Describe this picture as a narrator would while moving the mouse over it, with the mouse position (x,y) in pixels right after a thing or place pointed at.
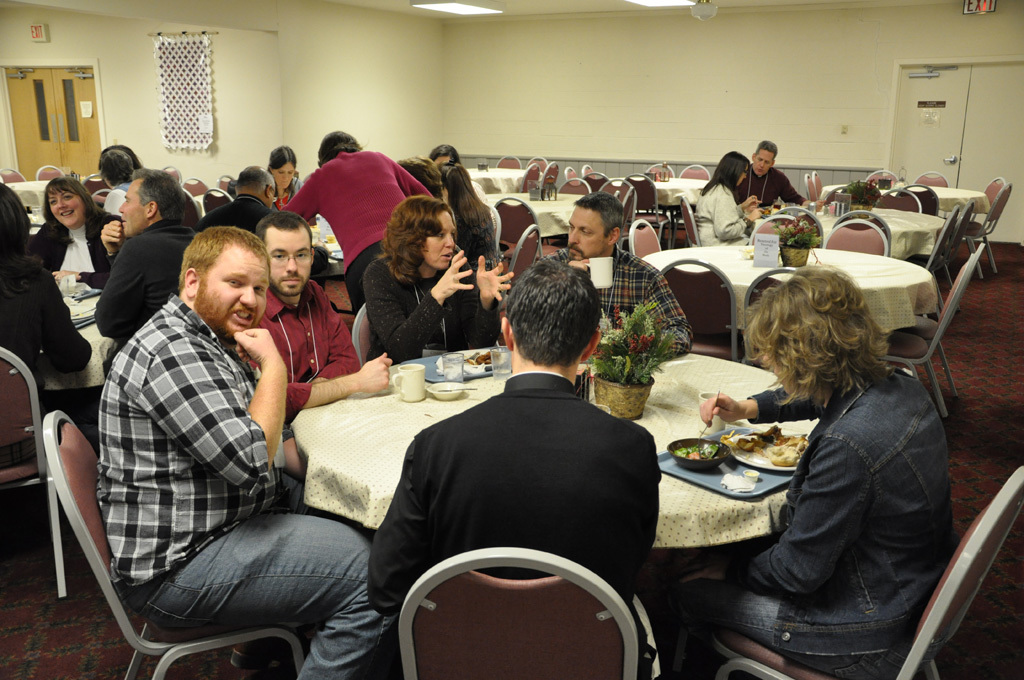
As we can see in the image, there is a door (49,86), yellow color wall (429,69) and few people (389,236) sitting on chairs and there is a table (707,530). On table (709,496) there is a plate (750,448), bowl (697,467), spoon (702,445), glass (447,363) and cup (409,389).
